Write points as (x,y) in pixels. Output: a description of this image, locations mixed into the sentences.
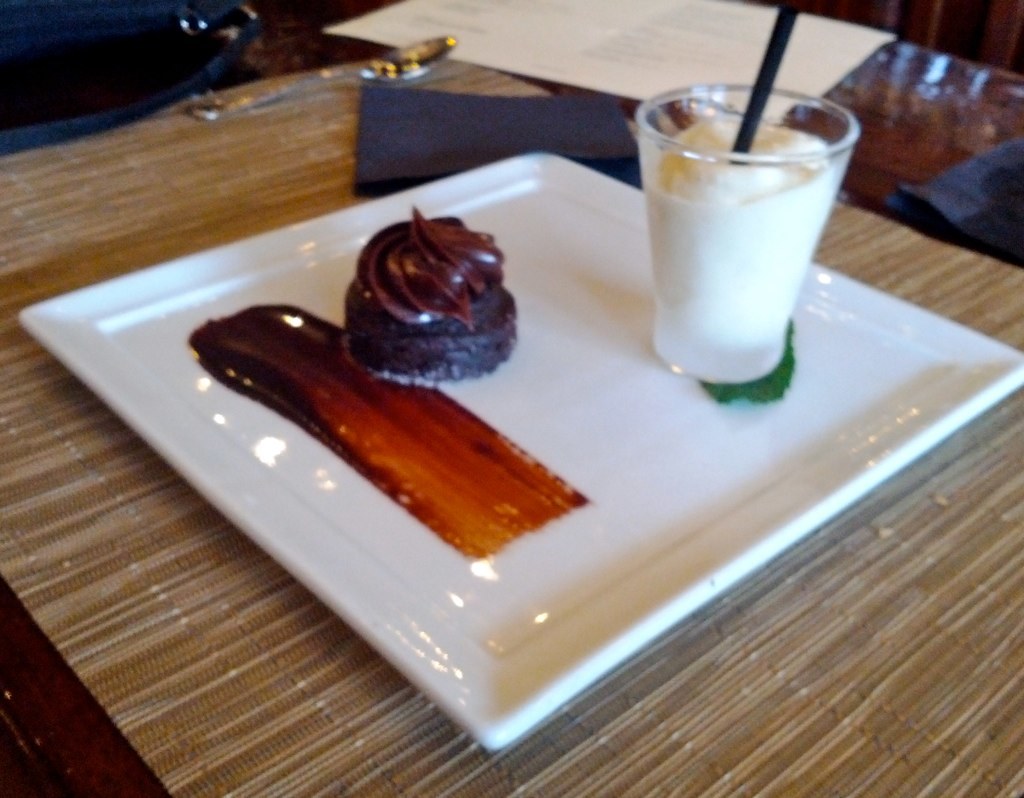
In this picture I can observe some food (375,325) placed in the white color plate (563,397). The plate (299,521) is placed on the table (75,541). On the right side (703,182) I can observe a glass (755,237). The food (445,311) is in brown color.
